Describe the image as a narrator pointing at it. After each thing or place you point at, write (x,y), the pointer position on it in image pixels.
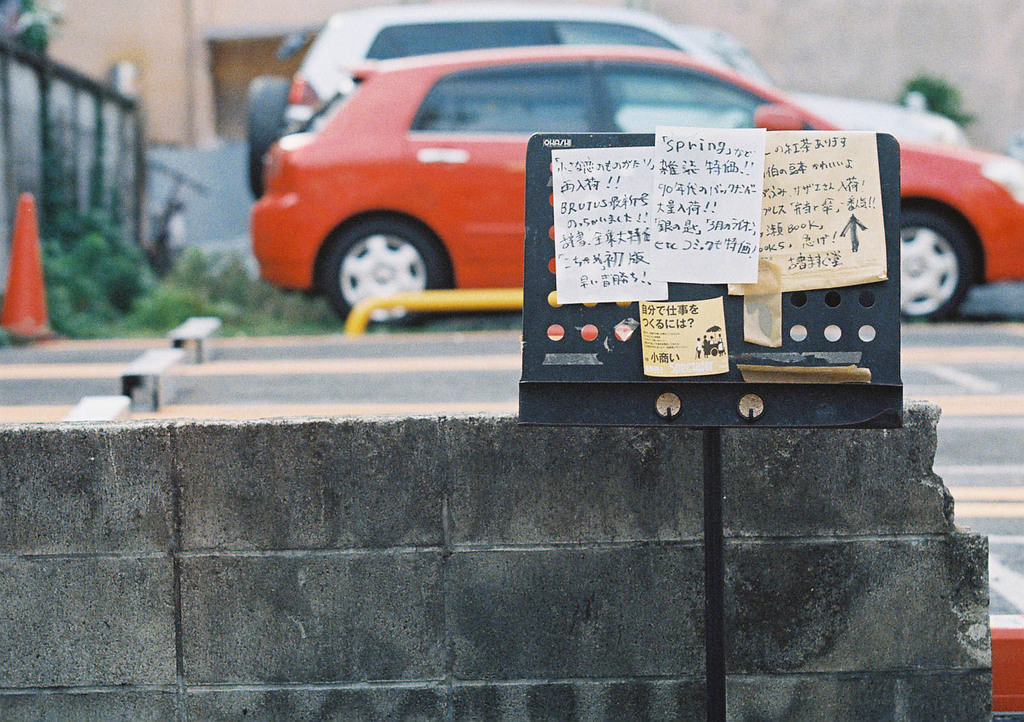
In this image, we can see some vehicles (913,181). We can see the ground (211,375) with some objects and grass (172,302). We can see the wall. We can also see a black colored object (815,407) with some posters (787,230).
